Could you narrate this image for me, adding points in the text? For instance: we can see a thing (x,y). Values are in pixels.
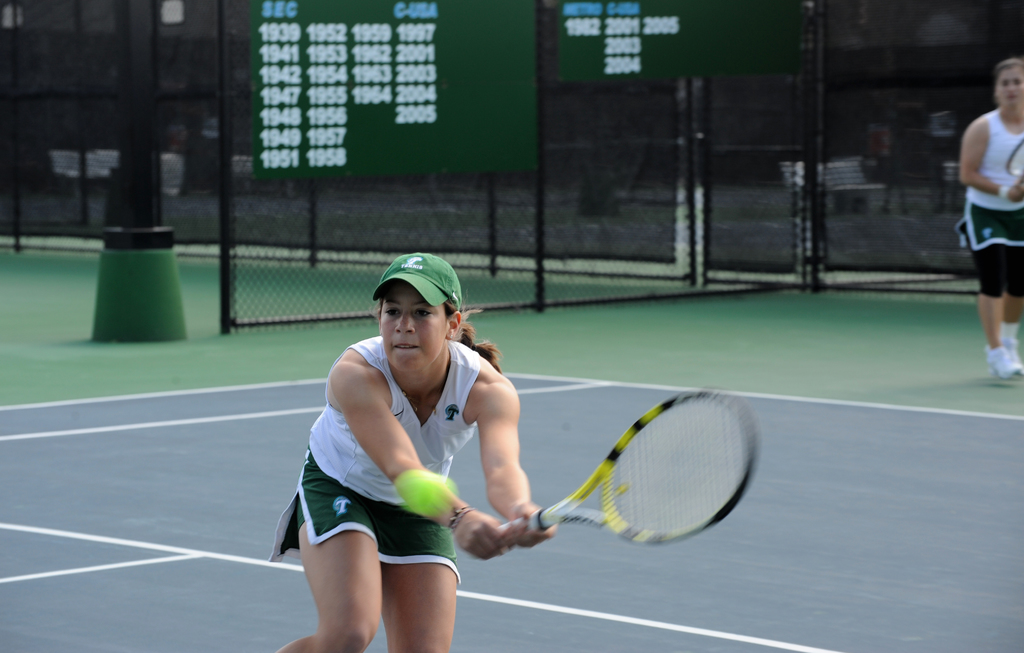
In the image we can see a girl (340,476) playing tennis.
